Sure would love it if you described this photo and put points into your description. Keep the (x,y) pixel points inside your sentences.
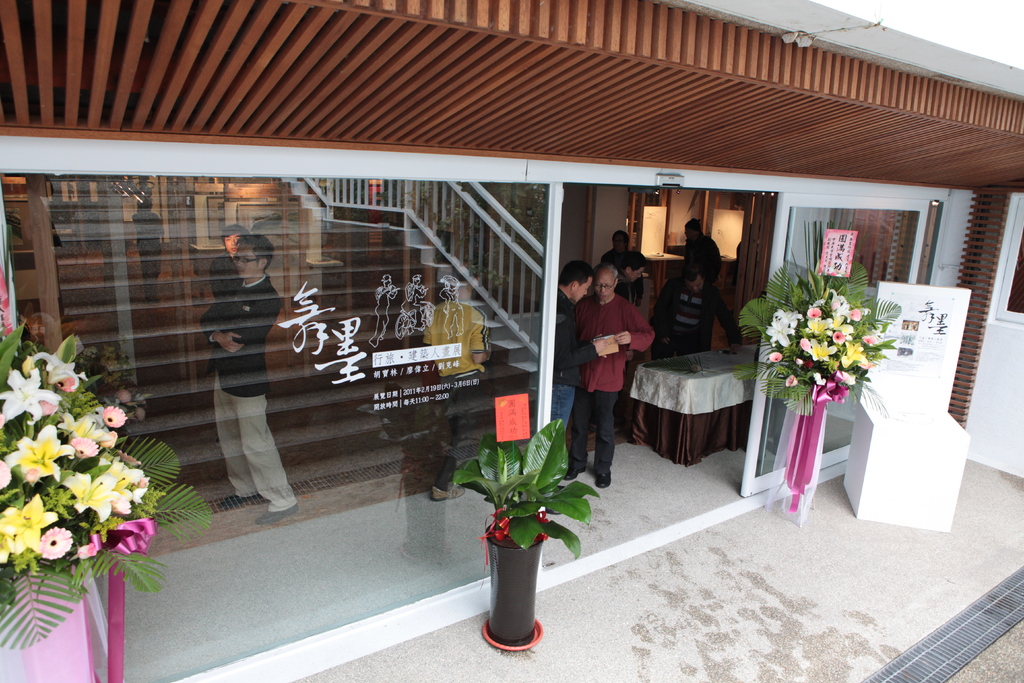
In this image center there is a building (996,213) and in the building (518,299) there are some people (625,275) standing and there are some tables (722,358), and there is a staircase (442,248) and glass doors (510,324). And in the foreground (851,344) there are objects (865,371) and some flower bouquets (796,445) and there is one white color box (906,427), and some cards (836,243). At the bottom (639,607) there is walkway (783,562).
